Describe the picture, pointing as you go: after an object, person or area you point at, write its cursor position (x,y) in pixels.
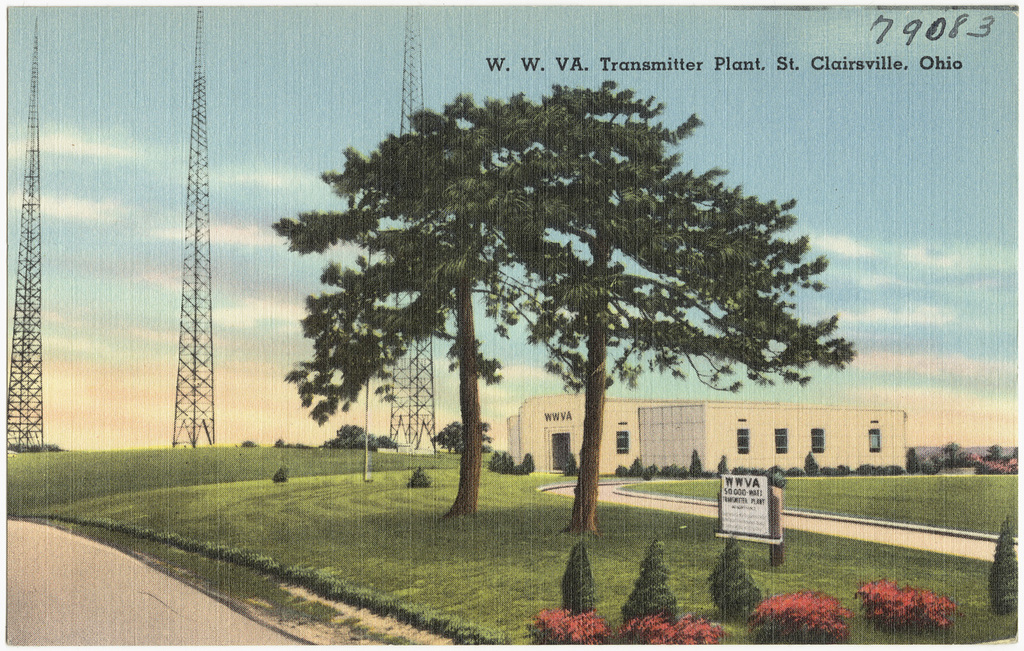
This is a poster (626,391) having an image (879,121), a text (949,59) and numbers (941,26). In the image, there are trees (452,176), plants (741,470), buildings (731,401), a signboard (727,487), roads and grass (181,472) on the ground (972,518) and there are clouds (65,201) in the blue sky (144,183).
